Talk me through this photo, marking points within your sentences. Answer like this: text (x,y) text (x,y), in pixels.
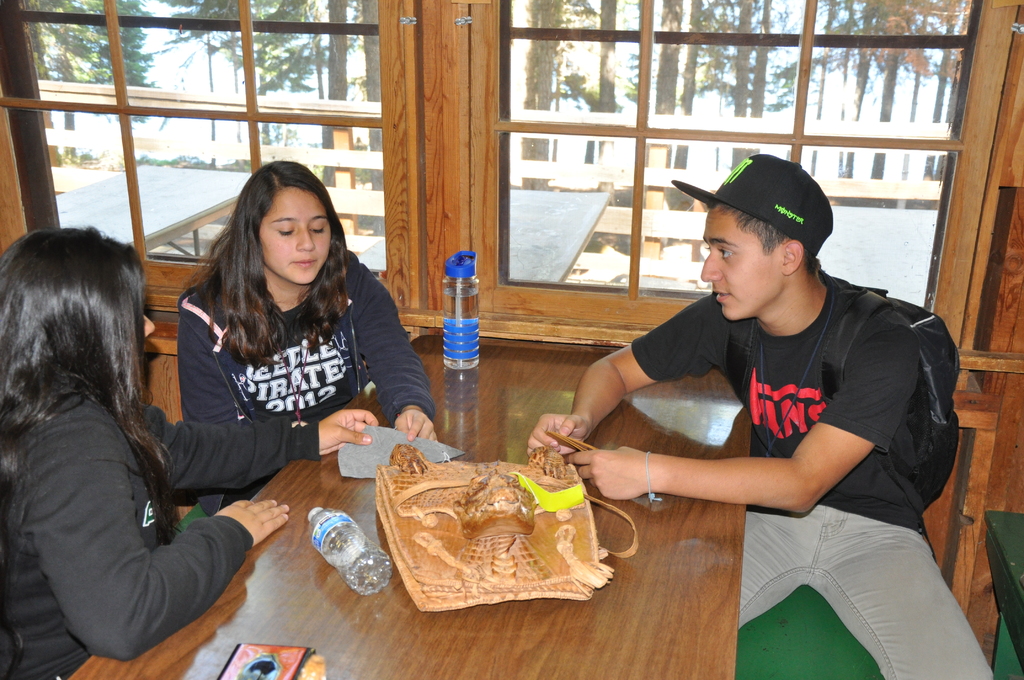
This is a picture taken in a room (514,305). In the center of the picture (434,380) there is a table (539,658), on the table (312,576) there are bottles (356,578), bag (442,571) and other objects (376,437). On the right (906,582) there is a man (849,416) sitting wearing a bag (836,357) and cap (765,179). On the left (185,377) there are two women (238,349) sitting. In the center (529,301) there is a window (660,83), outside the window (662,92) there are trees (732,48), tables (193,178) and railing (353,161).
